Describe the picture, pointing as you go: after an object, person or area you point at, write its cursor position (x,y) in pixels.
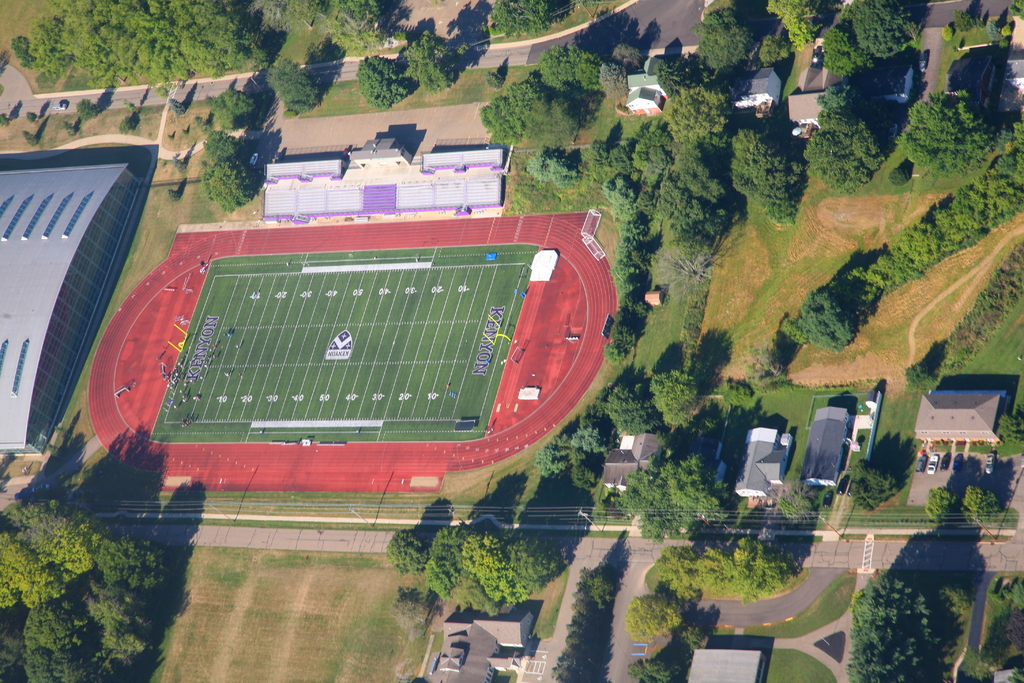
This is the top view image. On the right side (781,477) there are houses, roofs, vehicles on the ground (776,511), trees (730,567) and grass (794,450) on the ground (577,295). On the left side (145,219) there is a building (63,392), trees (124,593) and grass (179,204) on the ground (188,214), playing ground (283,398), court (266,369) on the ground (184,98) and vehicles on the road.
